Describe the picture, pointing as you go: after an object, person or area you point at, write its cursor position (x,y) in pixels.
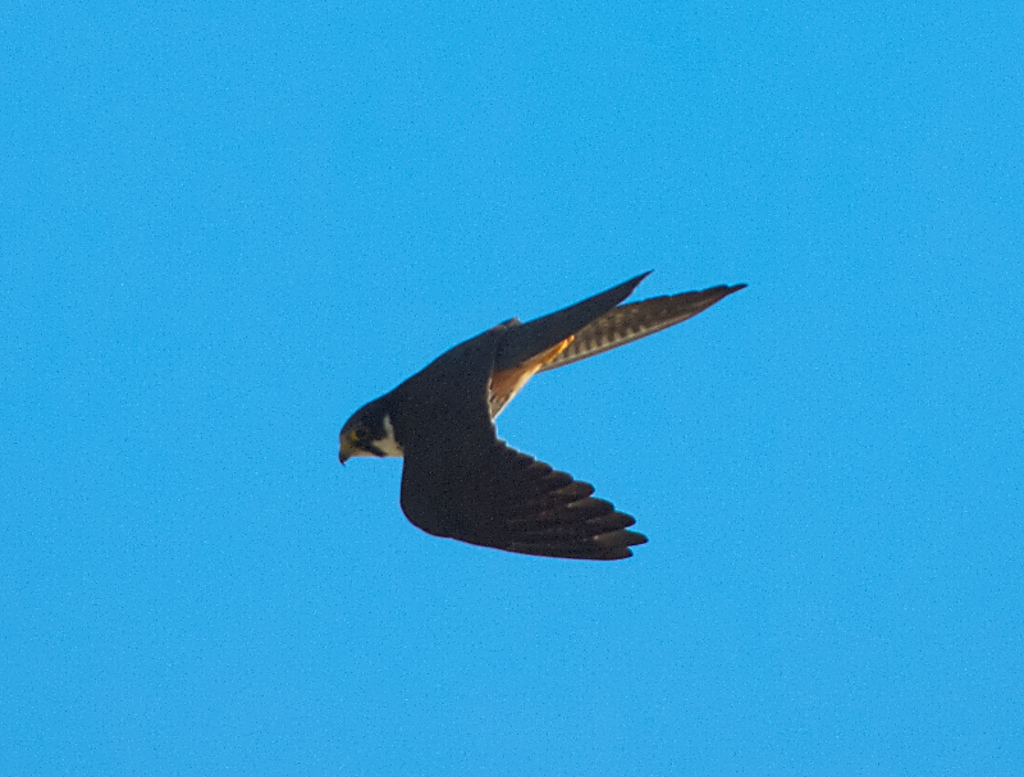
In this image we can see a bird (548,508) in the air (714,401). The background of the image (108,476) is blue.
